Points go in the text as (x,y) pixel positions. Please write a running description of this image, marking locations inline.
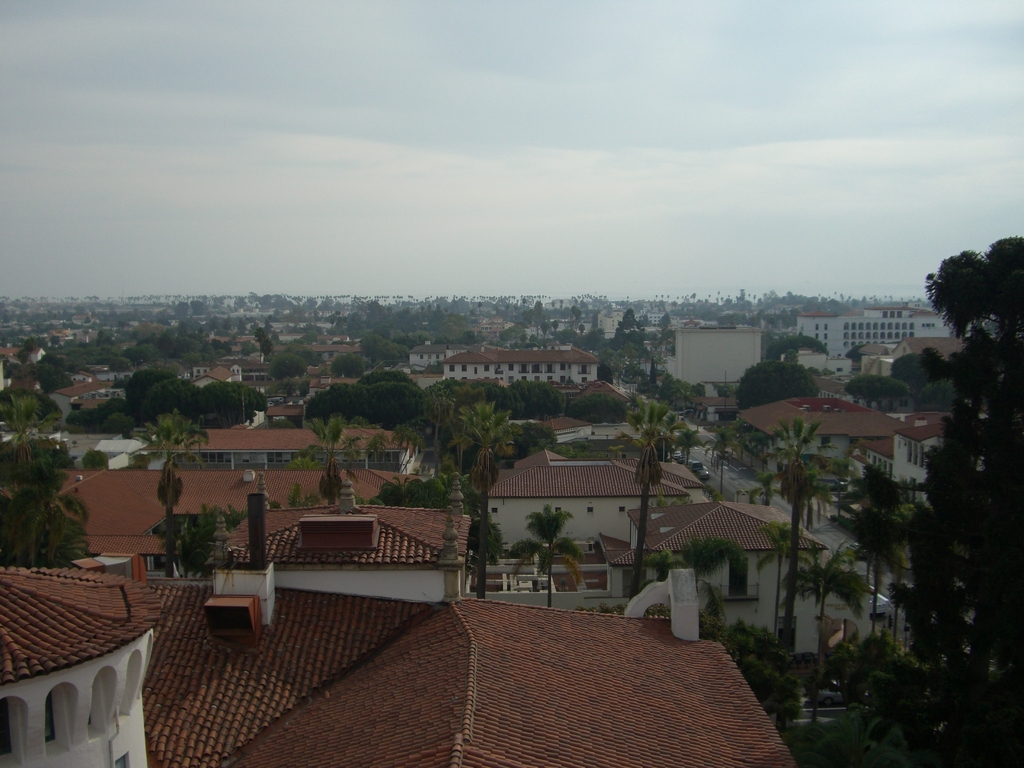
In this picture we can observe some houses (285,520) and trees (159,392). There are some buildings (686,357). In the background (346,255) there is a sky (418,167) with some clouds (418,167).
